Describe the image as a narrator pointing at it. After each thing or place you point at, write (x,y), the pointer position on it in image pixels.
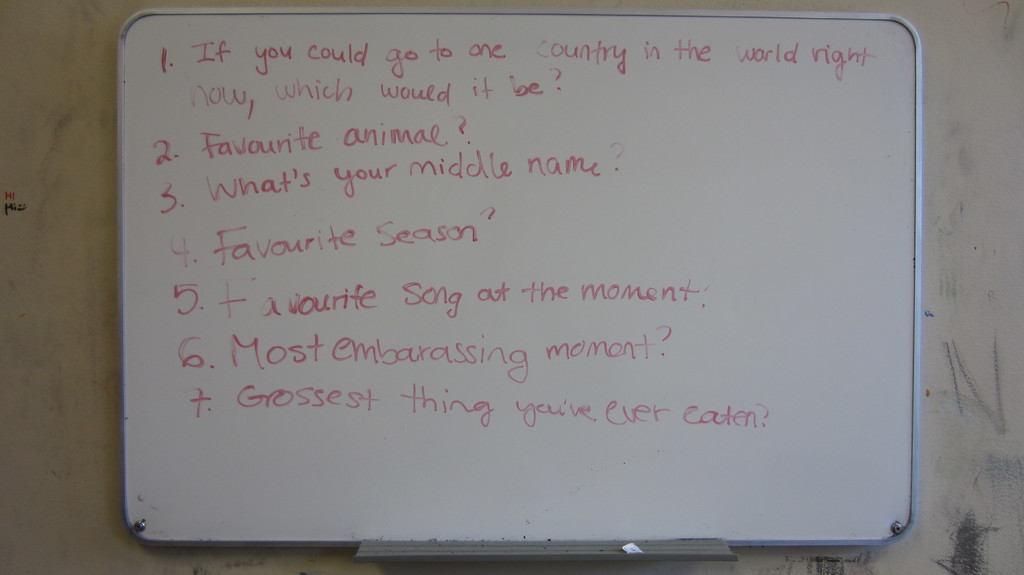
In this image I can see a white colour board (161,248) and on it I can see something is written in red colour.
